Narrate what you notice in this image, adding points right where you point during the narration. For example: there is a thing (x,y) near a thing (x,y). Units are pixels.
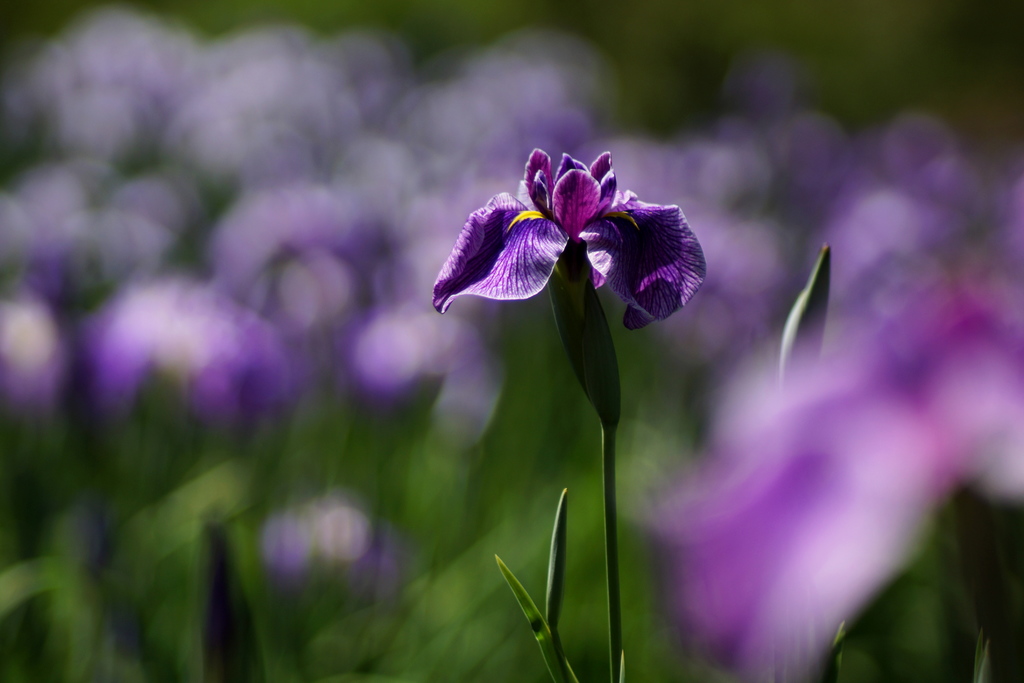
In the image we can see there is a purple colour flower (558,185) on the plant (611,405) and behind the image is little blurry.
